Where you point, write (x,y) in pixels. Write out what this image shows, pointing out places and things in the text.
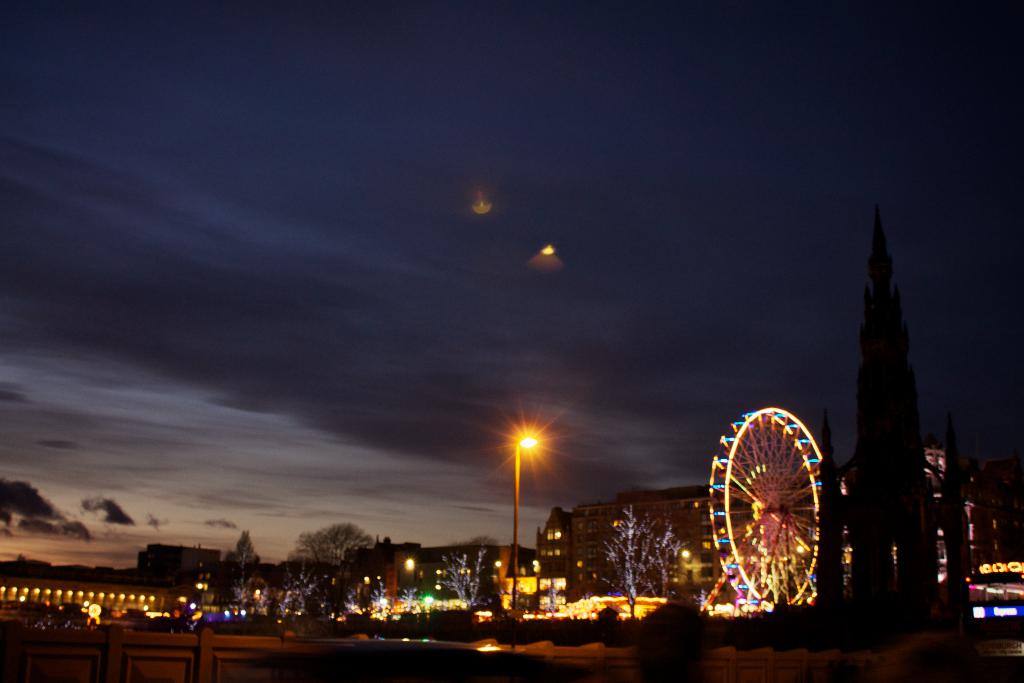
At the bottom of the image (620,659) there is a wall (262,653). Behind the wall (245,651) there are trees (343,587) and a giant wheel (721,536) with lights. And also there is a pole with streetlight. In the background (878,514) there are buildings (895,524). At the top of the image (453,153) there is sky (474,195) with lights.
